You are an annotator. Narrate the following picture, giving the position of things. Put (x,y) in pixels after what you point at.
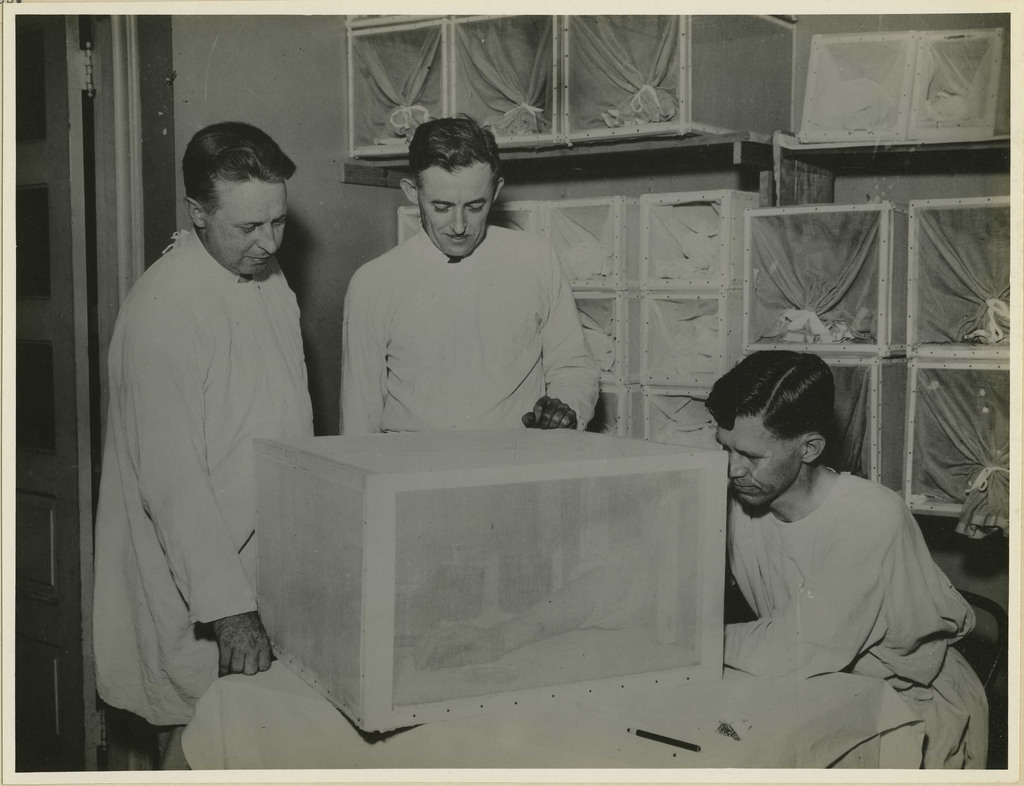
This is a black and white image. In the center of the image (359,331) there are three persons (525,387). There is some object (669,580) on the table (317,752). There is a door (32,147) at the left side of the image (24,329).
